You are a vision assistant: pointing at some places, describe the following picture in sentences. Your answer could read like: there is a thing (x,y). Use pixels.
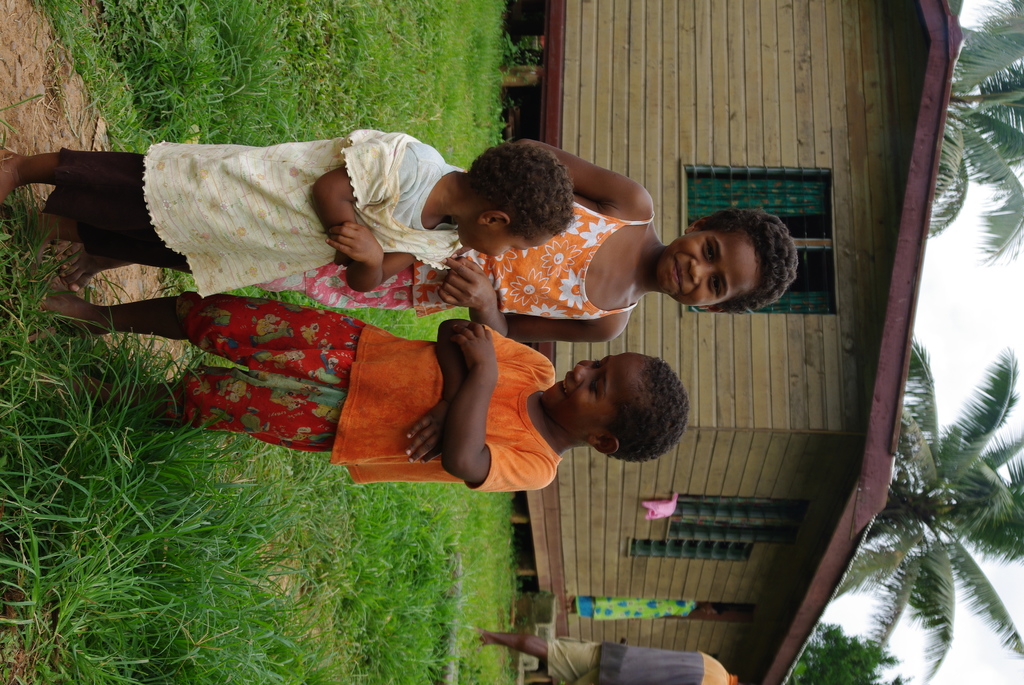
In this picture we can see three kids (389,300) standing here, at the bottom (359,609) there is grass (356,628), in the background (514,505) there is house (812,420), we can see trees (927,385) here, there is the sky (977,297) here.
